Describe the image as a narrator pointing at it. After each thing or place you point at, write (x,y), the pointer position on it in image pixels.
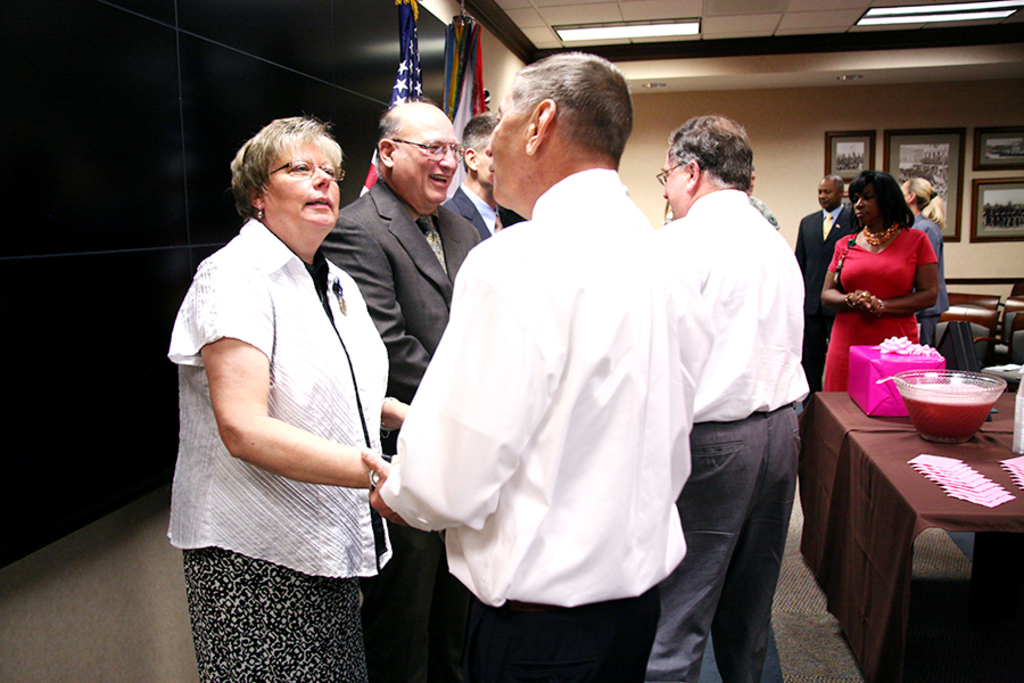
In this picture we can see some people (697,339) are standing on the floor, table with a cloth (870,488), gift box (880,414), bowl (938,399), some objects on it and in the background (805,212) we can see the lights (696,30), ceiling (725,26), walls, frames (998,137) and flags (463,95).
